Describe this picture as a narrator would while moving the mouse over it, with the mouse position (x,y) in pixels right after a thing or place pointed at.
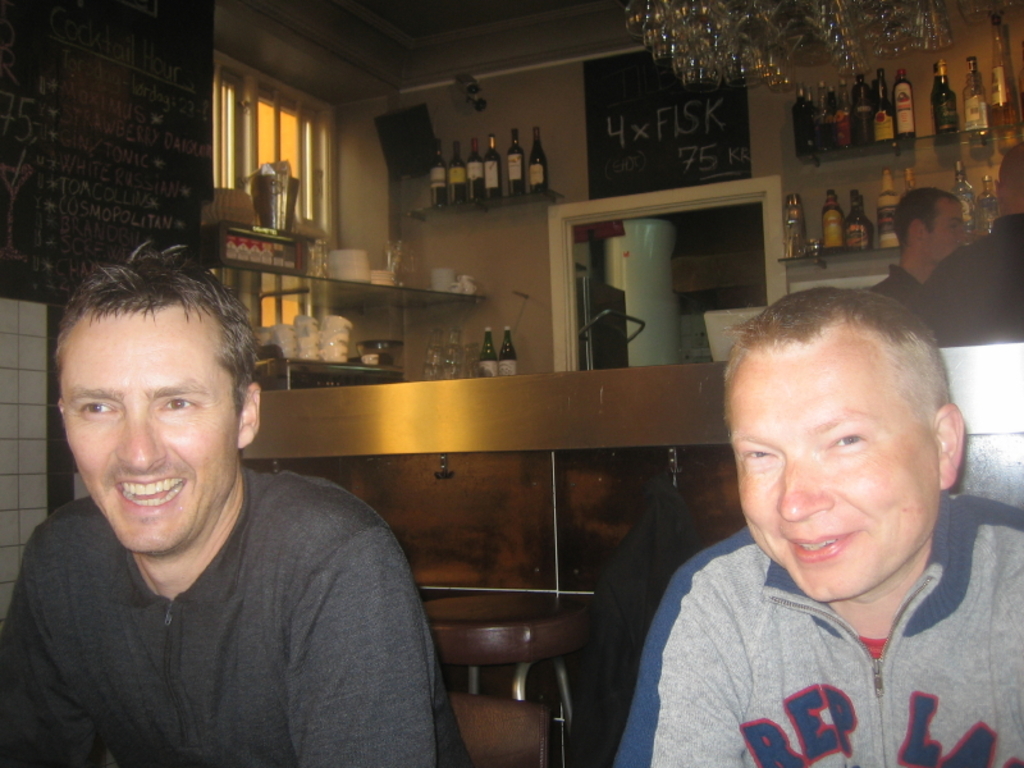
In this image there are two men (654,624), in the background (830,13) there is mini bar (844,147), in that there are wine bottles (877,105).
